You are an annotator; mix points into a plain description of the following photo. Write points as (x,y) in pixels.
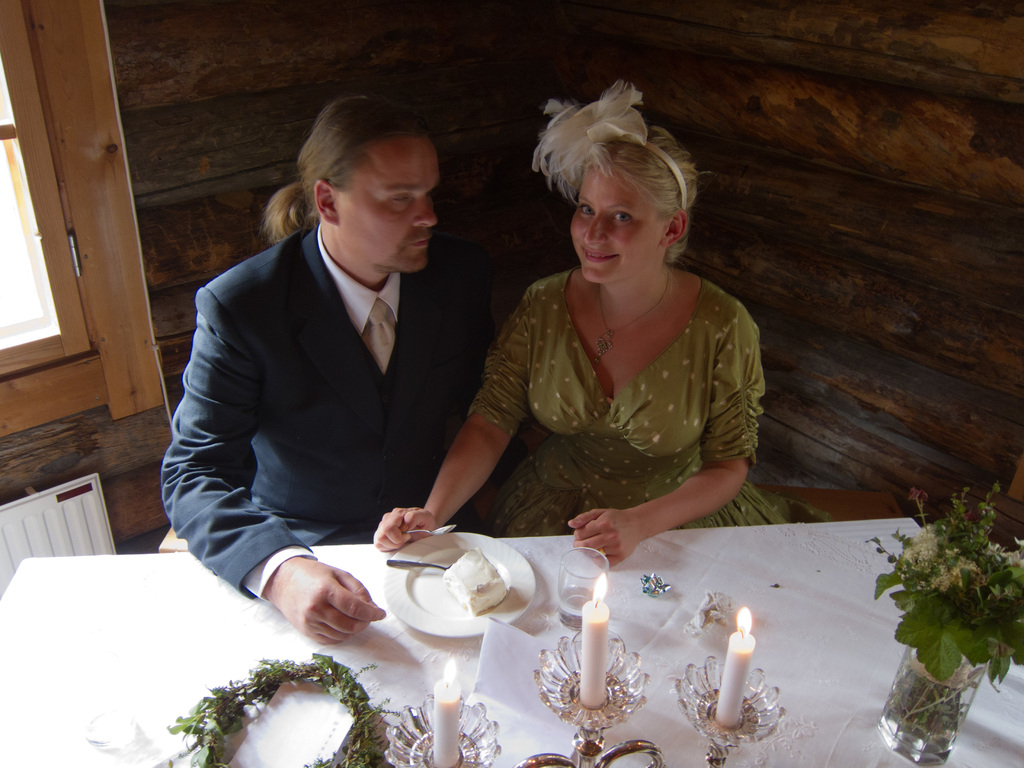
In the picture, there is a table (388,645) and on the table (801,708) there are three candles (588,694), a dessert (453,578), a glass (591,584) and flower vase (905,673). In front of the table (61,755) a man (384,372) and a woman (533,460) are sitting and the woman (515,391) is posing for the photo. she is wearing a white hair band (685,176) and the man (401,383) is wearing blue blazer (286,408), behind these two people (423,391) there is a wooden wall (215,185) and on the left side of the wall (158,233) there is a window (46,261).
